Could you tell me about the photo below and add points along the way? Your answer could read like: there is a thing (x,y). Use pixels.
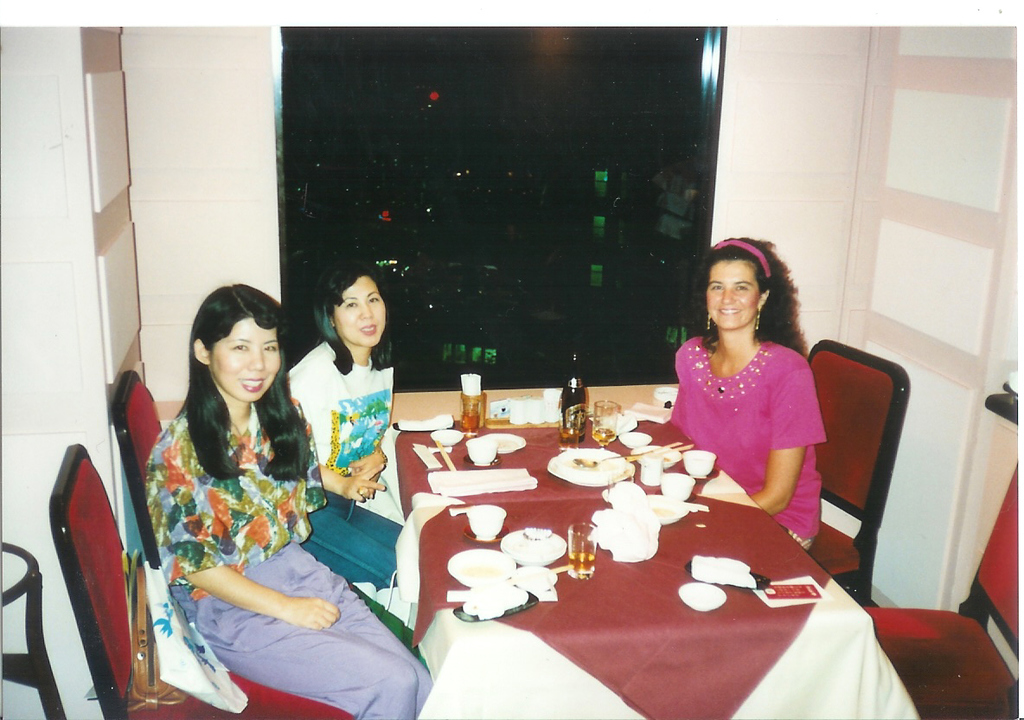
This picture is clicked in a restaurant (611,560). In the middle (517,478) there is a table (598,566) on that there is a glass (583,528), bottle (564,431), tissues (623,525) and some other items (669,499). On the right (772,386) there is a woman (768,378) she wear pink dress (757,409) she is smiling her hair (784,309) is long. On the left (251,452) there are two women (280,547) they are smiling they are sitting on the chairs (155,438). In the background (565,149) there is a window (564,183) and wall (206,180).
